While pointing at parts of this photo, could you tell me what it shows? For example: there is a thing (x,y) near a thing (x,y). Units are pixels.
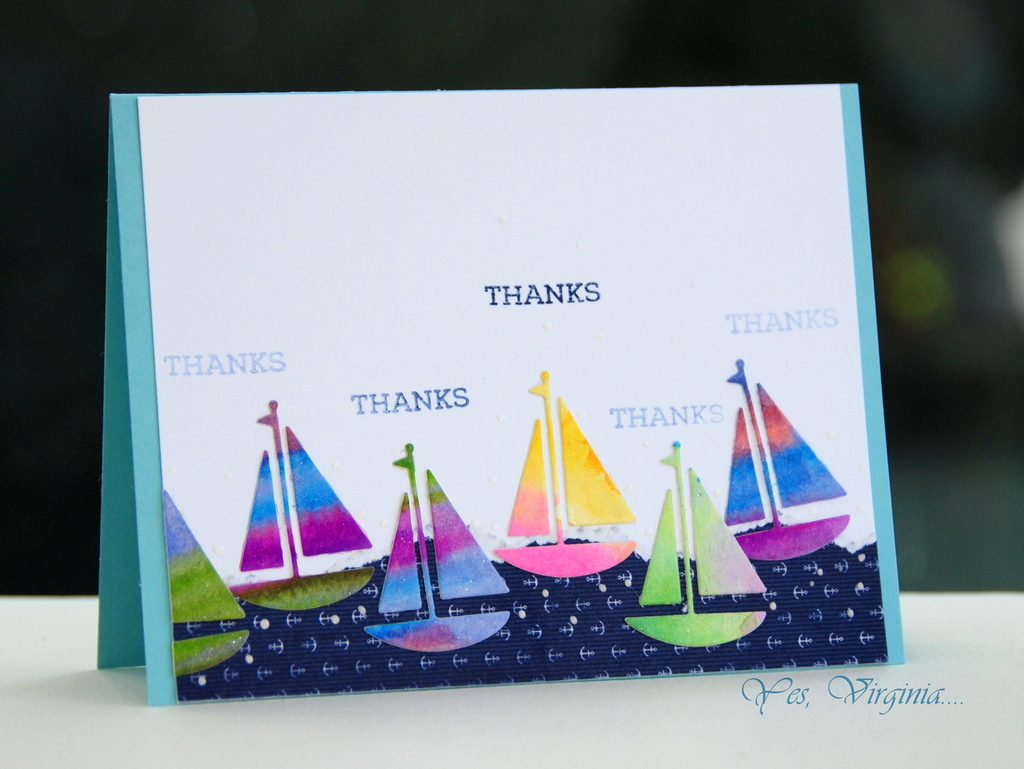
This image consists of cards (305,443). On that card (444,525) there is thanks (545,287) written on it. There are pictures (368,629) of boats (603,497) on that card (298,498).
